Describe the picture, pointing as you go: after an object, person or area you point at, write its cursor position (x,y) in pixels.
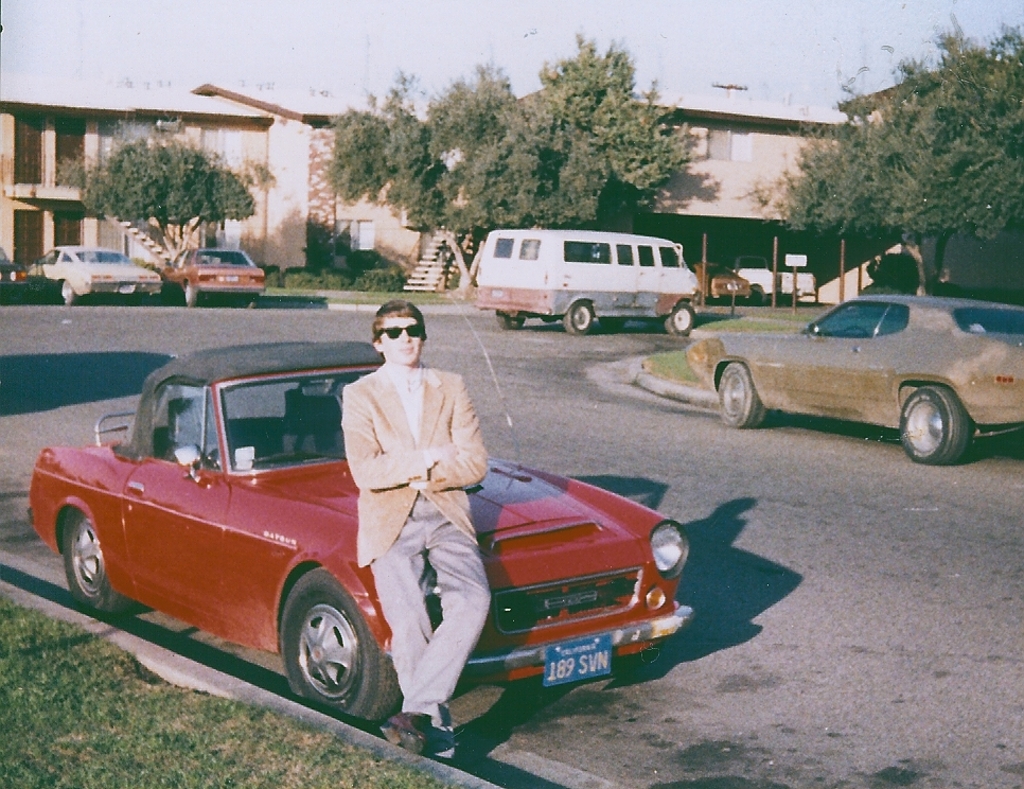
In this image, I can see the man (389,587) sitting on a car (336,538). These are the vehicles (340,524), which are parked on the road (663,332). I can see the buildings (270,117) and the trees (526,179) in the background (397,179). At the bottom left side of the image (207,716), I think this is the grass (97,710). At the top of the image (391,52), I can see the sky (869,82).
